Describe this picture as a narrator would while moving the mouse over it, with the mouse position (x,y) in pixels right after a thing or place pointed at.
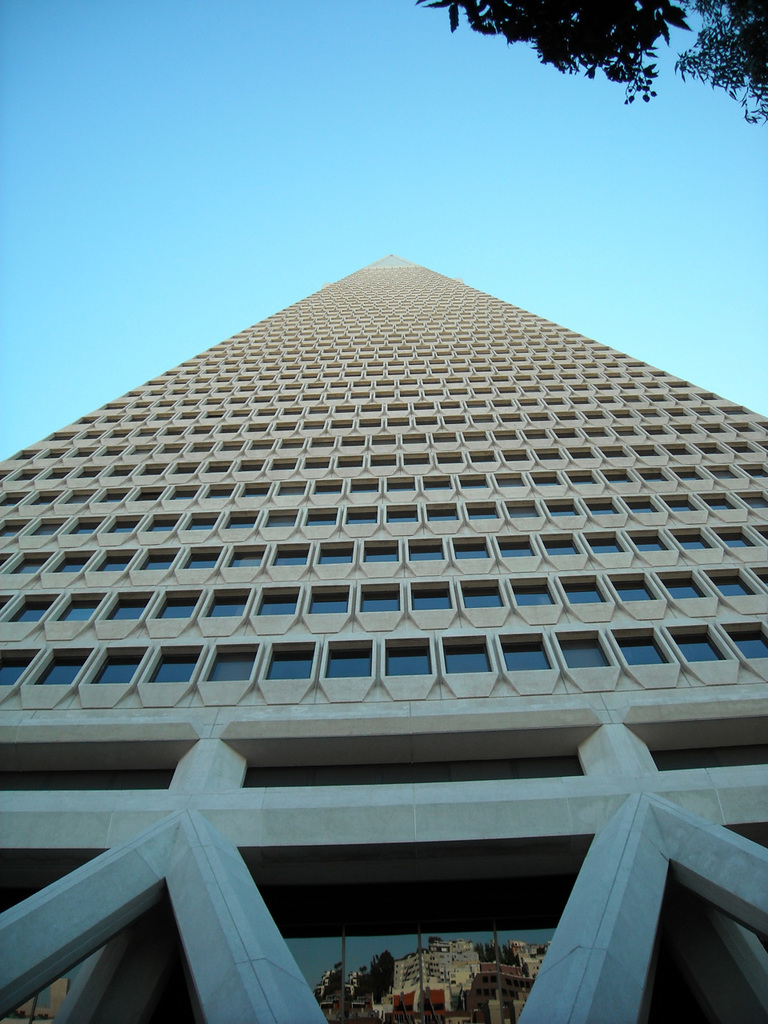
Here we can see a building (444,774). This is glass (453,950). On the glass (488,968) we can see the reflection (481,968) of buildings (429,976) and trees (339,965). In the background (509,184) there is sky (449,220).
